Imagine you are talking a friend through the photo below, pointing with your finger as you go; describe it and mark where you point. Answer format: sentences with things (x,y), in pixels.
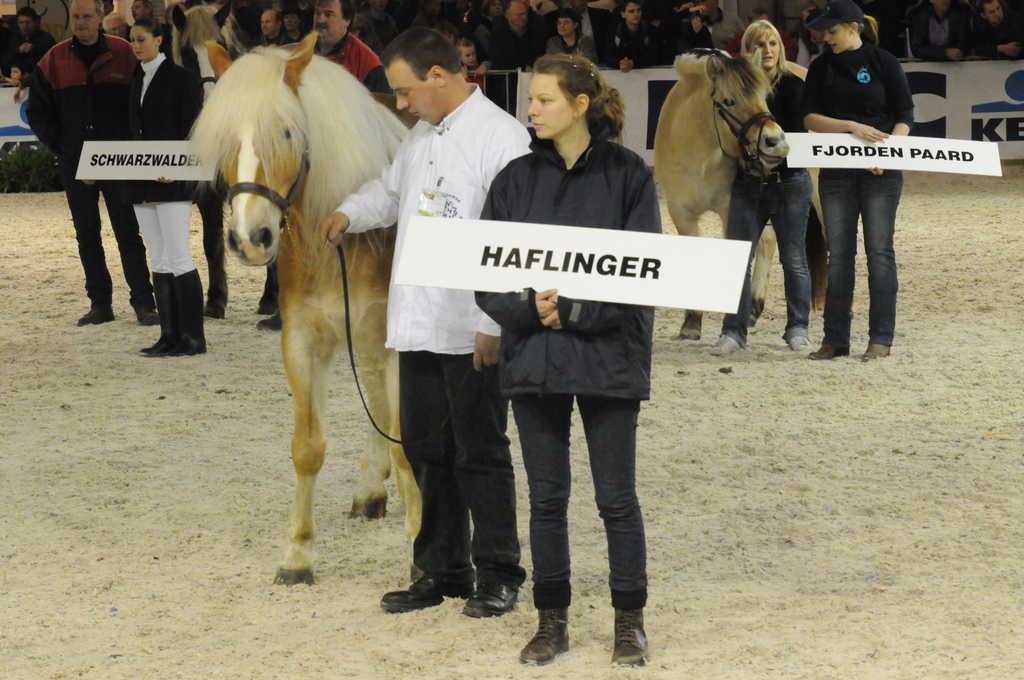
In the picture we can see a many people (465,405) standing and two people (471,382) are standing near the horse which is light brown in color and man (467,332) is wearing a white shirt (477,320) with black pant (467,418) and shoe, and the woman (491,309) is wearing a black dress (509,303), just behind him there are an other two people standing near the horse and wearing the black dress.
